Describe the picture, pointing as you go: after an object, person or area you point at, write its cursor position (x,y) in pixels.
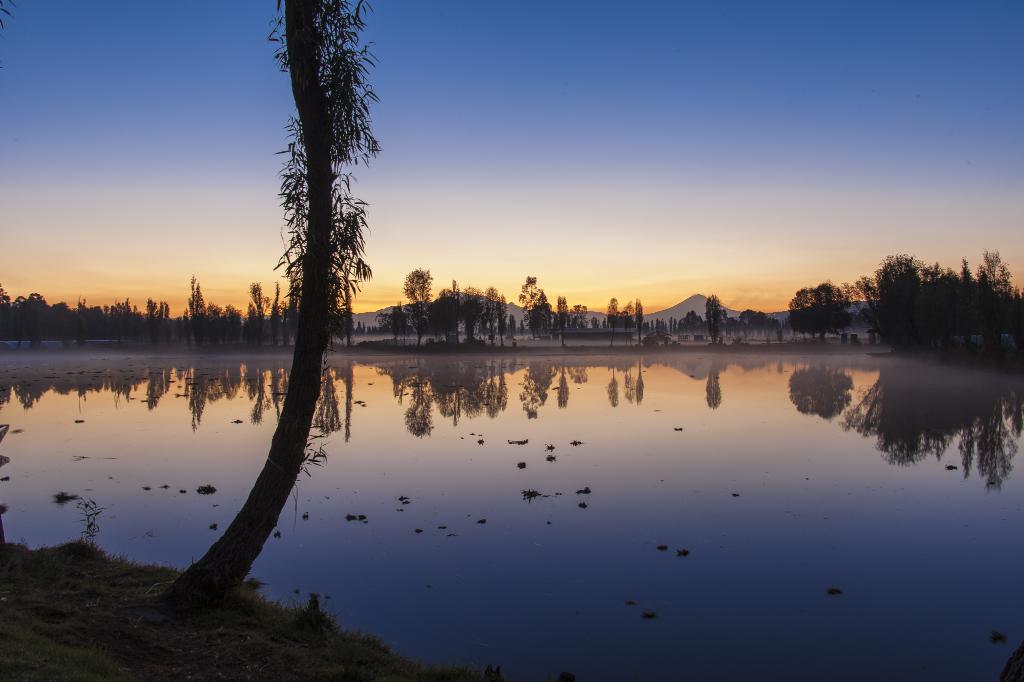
In this image, I can see a lake (407,448) and trees (413,333). In the background (522,312), there are hills (519,317) and the sky (613,234).
